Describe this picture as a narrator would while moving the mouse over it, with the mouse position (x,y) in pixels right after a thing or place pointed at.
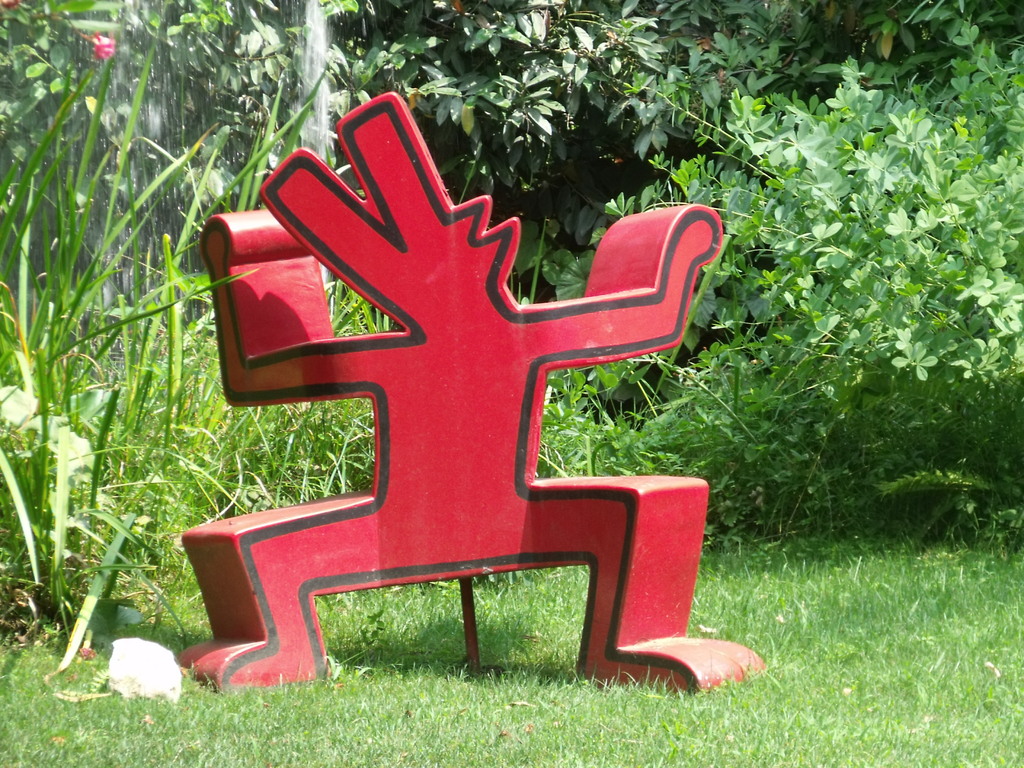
In this image we can see an object (404,552) on a grass surface (433,591). Behind the object (521,316) we can see a group of plants (446,83) and water (218,108).
